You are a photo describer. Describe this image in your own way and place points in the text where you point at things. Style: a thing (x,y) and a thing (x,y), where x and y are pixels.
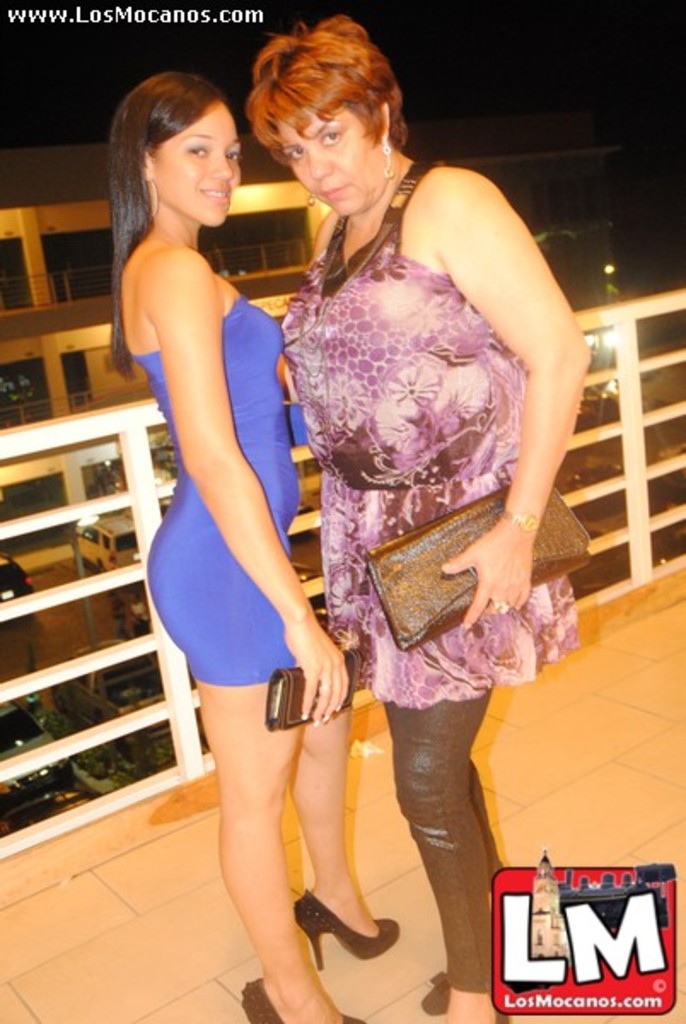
In this picture we can see two women (271,1023) are standing on the floor (162,996). In the background (66,448) we can see vehicles (297,563), lights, and a building (20,375).
